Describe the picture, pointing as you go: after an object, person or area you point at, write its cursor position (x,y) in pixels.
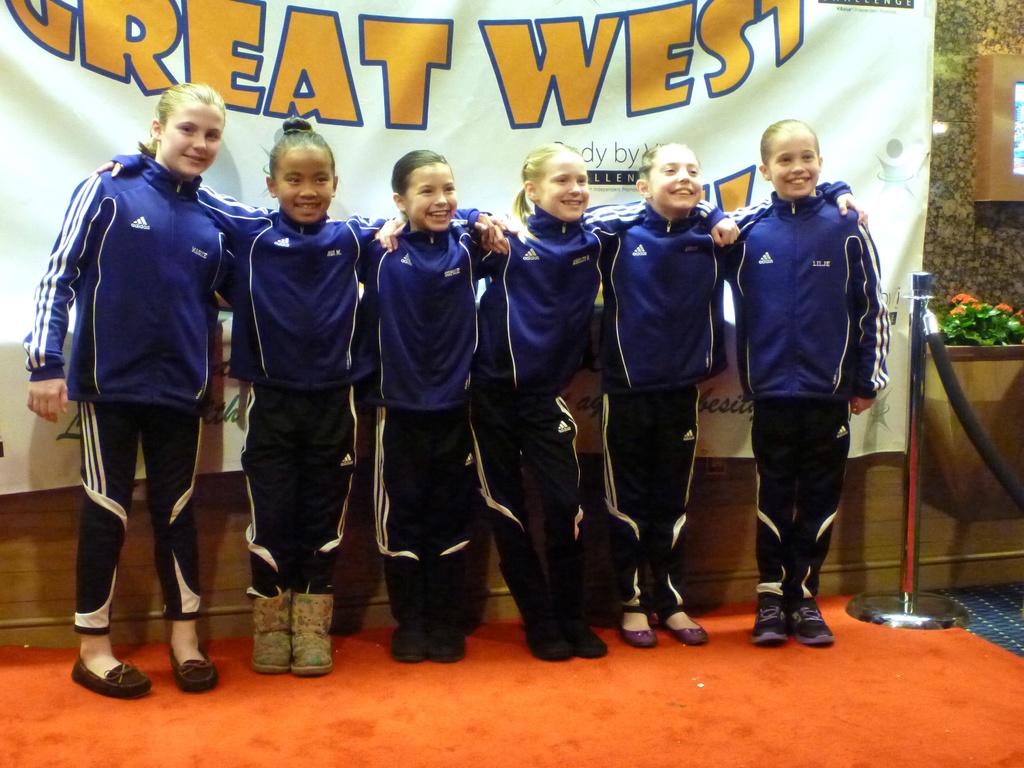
In this image I can see the orange colored floor (592,714), a pole (928,280) and few children (453,371) wearing blue, black and white colored dresses (244,322) are standing. I can see a banner (550,107) behind them, few plants (958,327), flowers (979,306) and a brown colored object (1014,193) to the wall (949,135).
